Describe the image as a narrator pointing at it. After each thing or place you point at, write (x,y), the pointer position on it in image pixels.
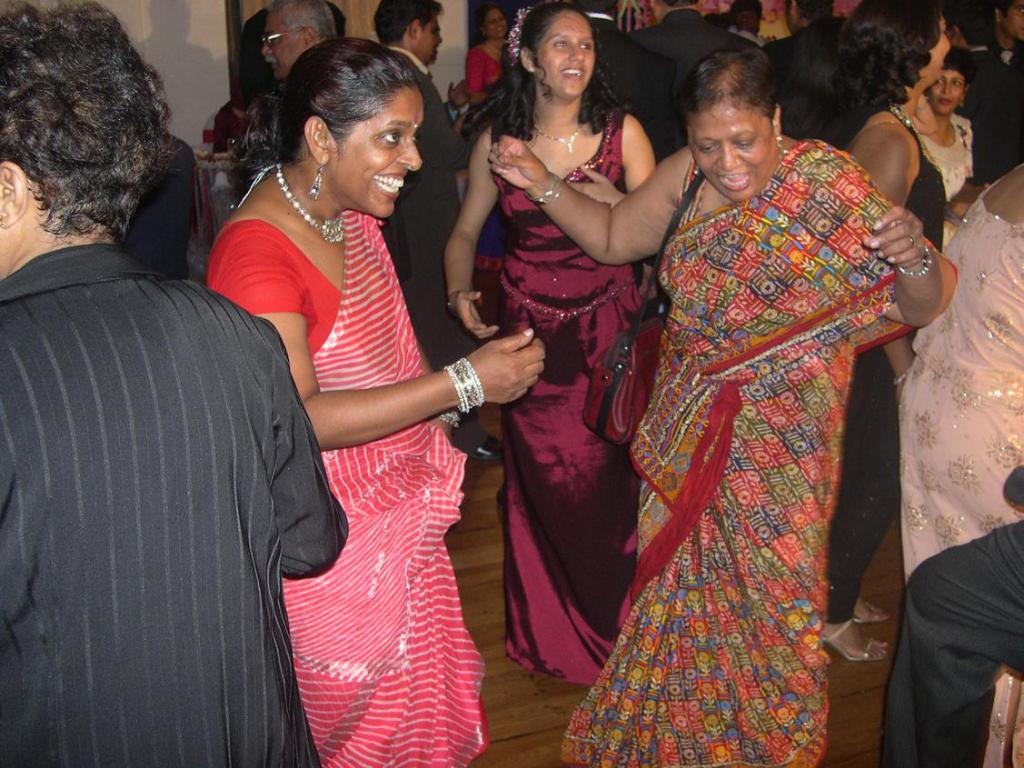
In this image we can see some people (489,185) in a room (201,78) and among them there is a woman (807,195) dancing on the right side (821,716).
